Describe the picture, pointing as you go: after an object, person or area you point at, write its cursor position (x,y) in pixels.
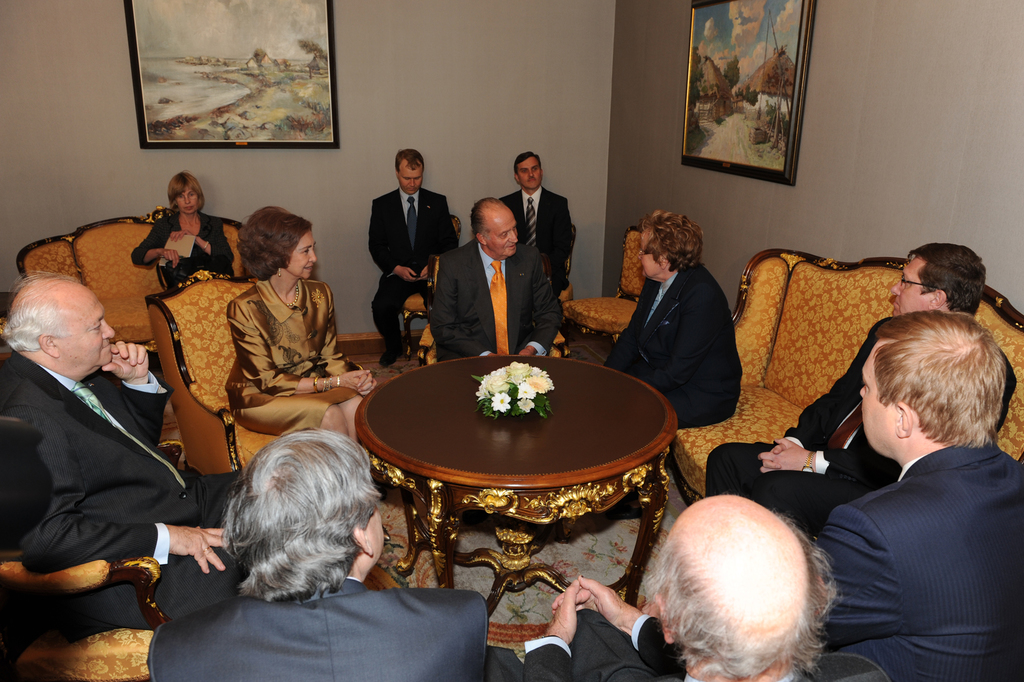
I think this picture was taken in a conference room. All the men (504,257) are wearing blazers (542,312) and sitting in the sofas (800,324). In the center (654,436) there is a table (639,429) and a flower vase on it. There are three women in the room. All the men (469,293) are looking in different directions. In the background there is a wall (825,179) and two frames (244,83) attached to it.
